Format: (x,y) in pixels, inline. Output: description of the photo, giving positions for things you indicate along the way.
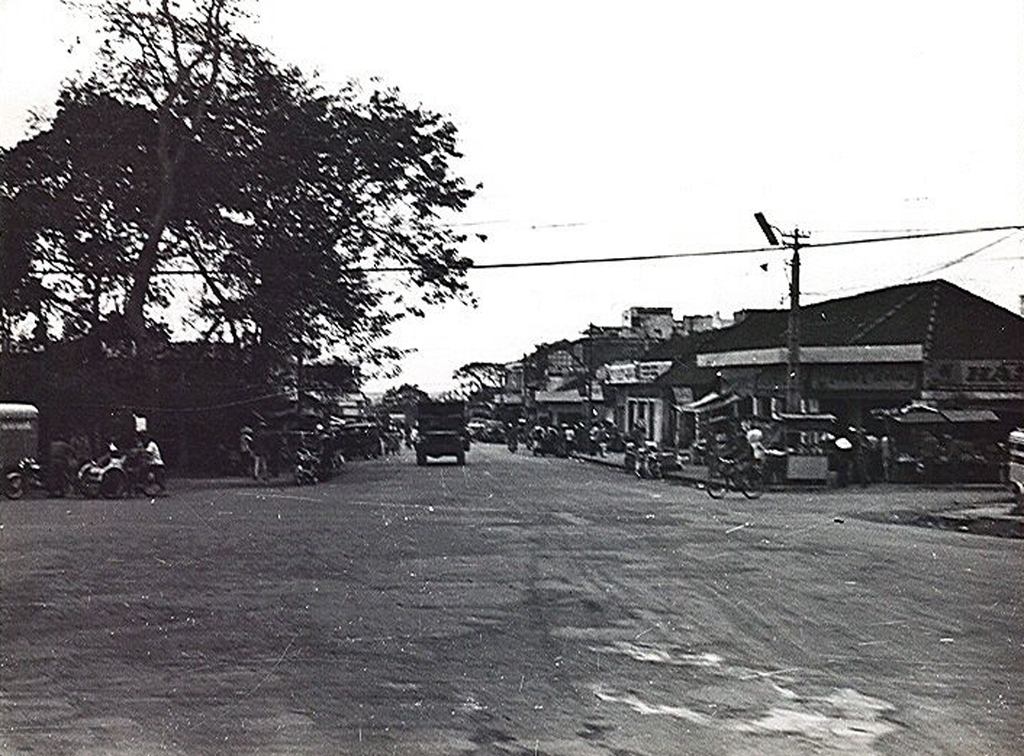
In the picture I can see buildings (750,389), trees (306,386), wires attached to poles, vehicles (331,451), bicycles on the road (548,618) and some other objects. In the background (603,164) I can see the sky (533,210). This image is black and white in color.
